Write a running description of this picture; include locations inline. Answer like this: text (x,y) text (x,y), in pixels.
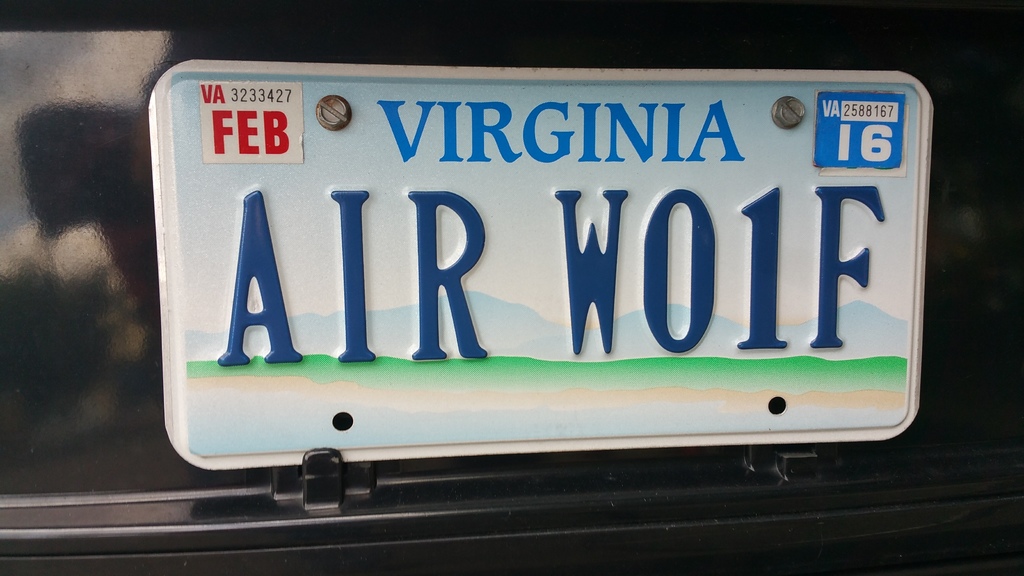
In the image in the center (571,301), we can see one number plate (744,138). On the number plate (744,138), we can see something written on it.
